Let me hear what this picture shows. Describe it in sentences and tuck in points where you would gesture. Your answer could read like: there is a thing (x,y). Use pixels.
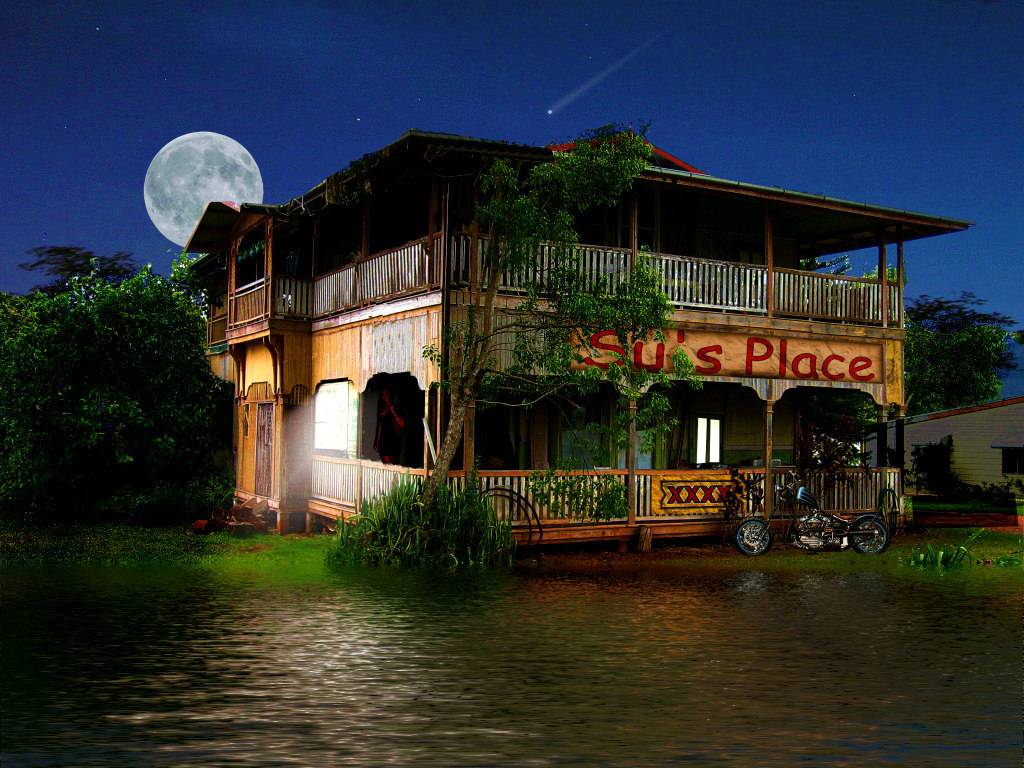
In this image there are houses (483,418) and trees (939,464), there is a bike (802,527) parked in front of the house (830,490) and there is water (645,683) in front of the house (260,425), at the top of the image (238,152) there is a moon (204,160) in the sky (974,170).
